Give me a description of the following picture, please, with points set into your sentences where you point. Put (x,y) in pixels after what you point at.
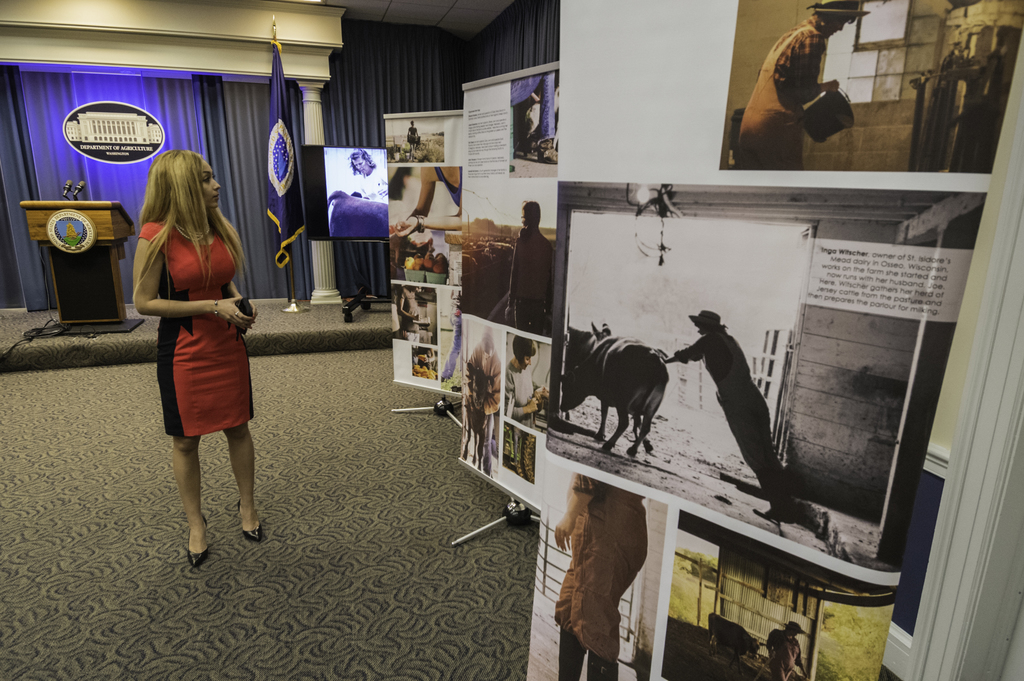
At the right corner of the image (715,387) there are posters (492,260) to the wall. And at the left side of the image (246,463) there is a lady (206,358) with red frock (206,358) is standing. Behind her there is a stage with flag (272,193), screen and podium (124,212) with mics (67,197) and logo (70,228) on it. In the background (149,106) there is a pillar (315,96) and also there are curtains (369,86).
